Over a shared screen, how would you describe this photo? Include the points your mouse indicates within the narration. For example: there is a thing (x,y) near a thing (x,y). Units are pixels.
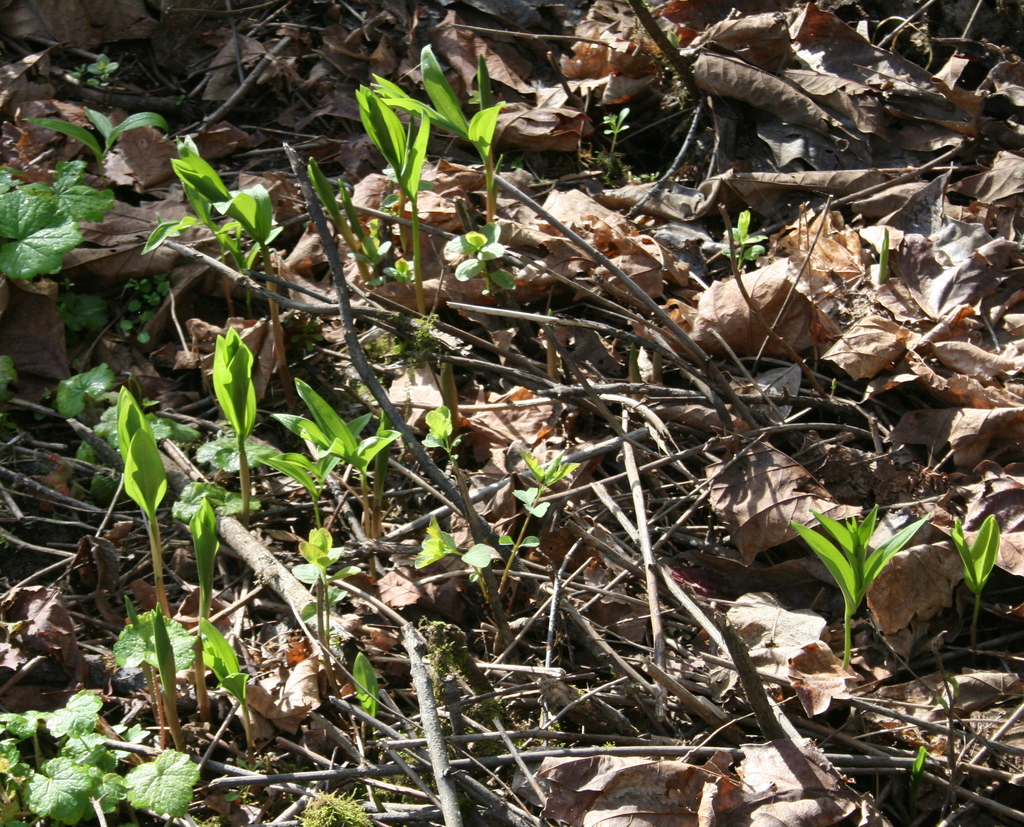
In this picture I can see there are few plants (424,554), twigs (525,755), dry leaves (254,705) and small plants (37,271) on the ground (618,468) and there is soil (162,369).
